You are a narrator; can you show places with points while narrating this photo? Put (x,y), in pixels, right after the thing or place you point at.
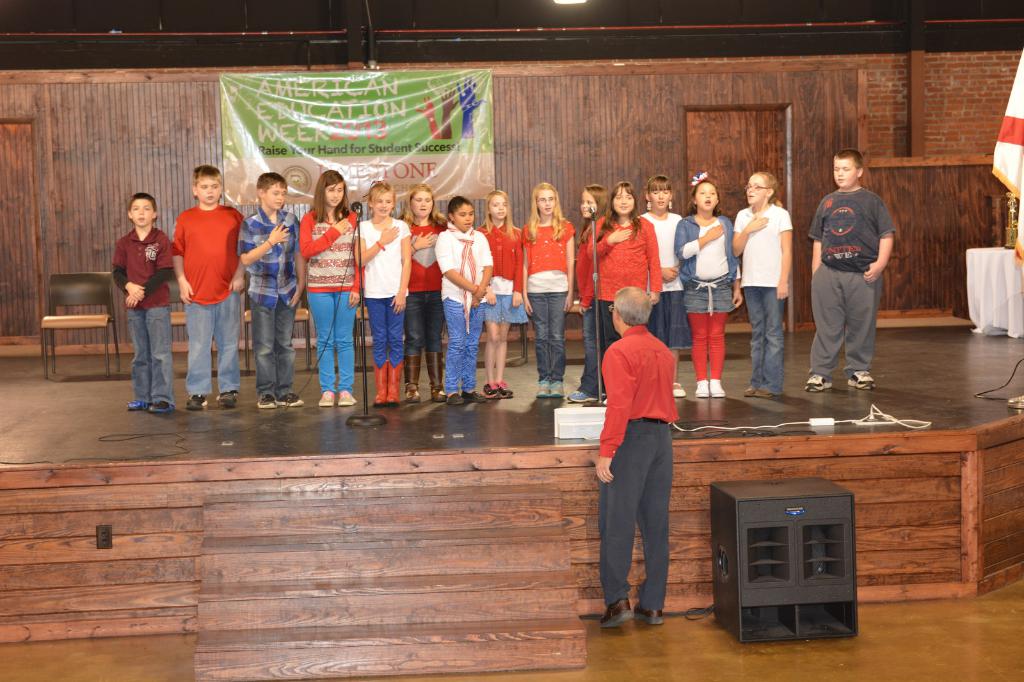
In the picture I can see a group of children (492,286) are standing on the stage (367,360). On the stage (476,425) I can see microphones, chairs (301,318), a banner (460,156) attached to a wooden wall (520,162) and some other objects (1017,230). I can also see steps (548,669) and a black color object (804,597) on the floor (683,648).
